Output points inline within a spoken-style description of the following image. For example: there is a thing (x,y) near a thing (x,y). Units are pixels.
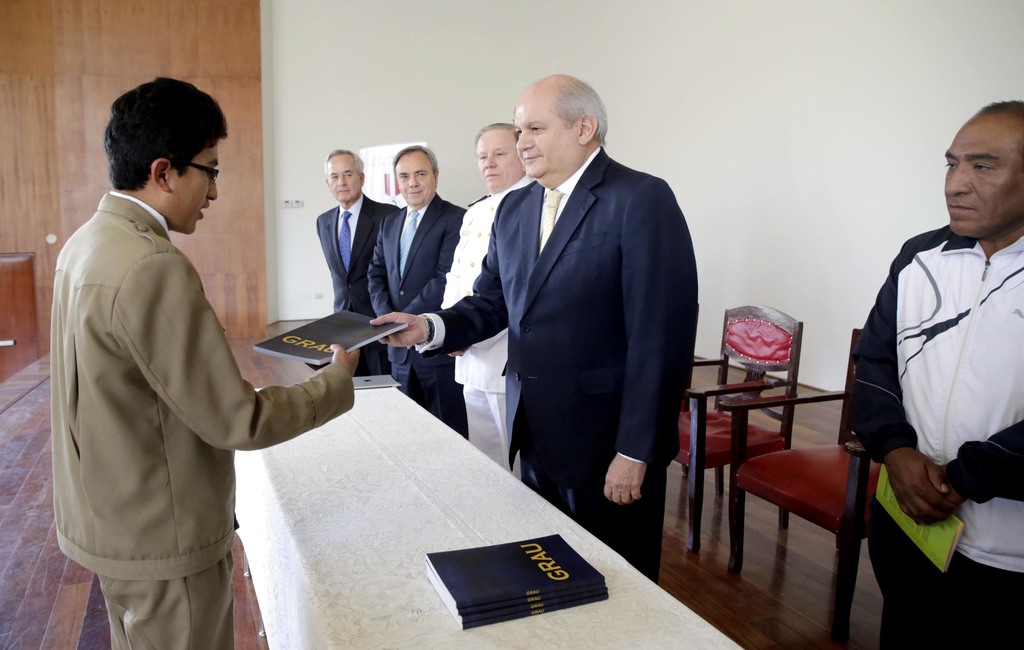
This is an image clicked inside the room (207,300). In this image I can see one person (547,317) is giving a book (373,338) to the other person (225,357) who is standing in front of him. There are few more people (413,243) standing beside this person (510,243). In the background (495,11) there is a wall (395,69). On the bottom of the image (340,566) there is a table (340,558) covered with a white cloth (280,581) and there are few books (471,589) on this table (601,637). On the right side of the image (766,460) I can see two red color chairs (775,445).
